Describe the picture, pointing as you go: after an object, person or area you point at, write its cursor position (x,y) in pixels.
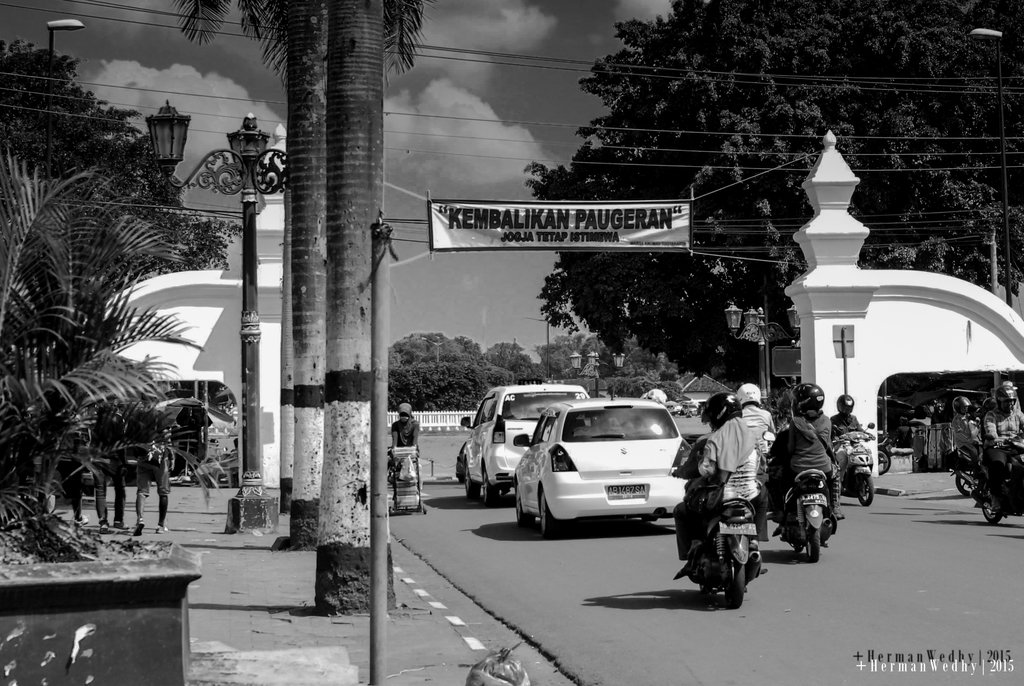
It looks like a black and white picture. We can see a group of people (691,463) riding the vehicles (618,452) on the road (884,659). In front of the people (709,443) there are walls (865,307) and a banner (548,242). Behind the wall (812,354) there is a pole (745,324) with lights (733,321) and a sky (432,103). On the image there is a watermark (911,658).
